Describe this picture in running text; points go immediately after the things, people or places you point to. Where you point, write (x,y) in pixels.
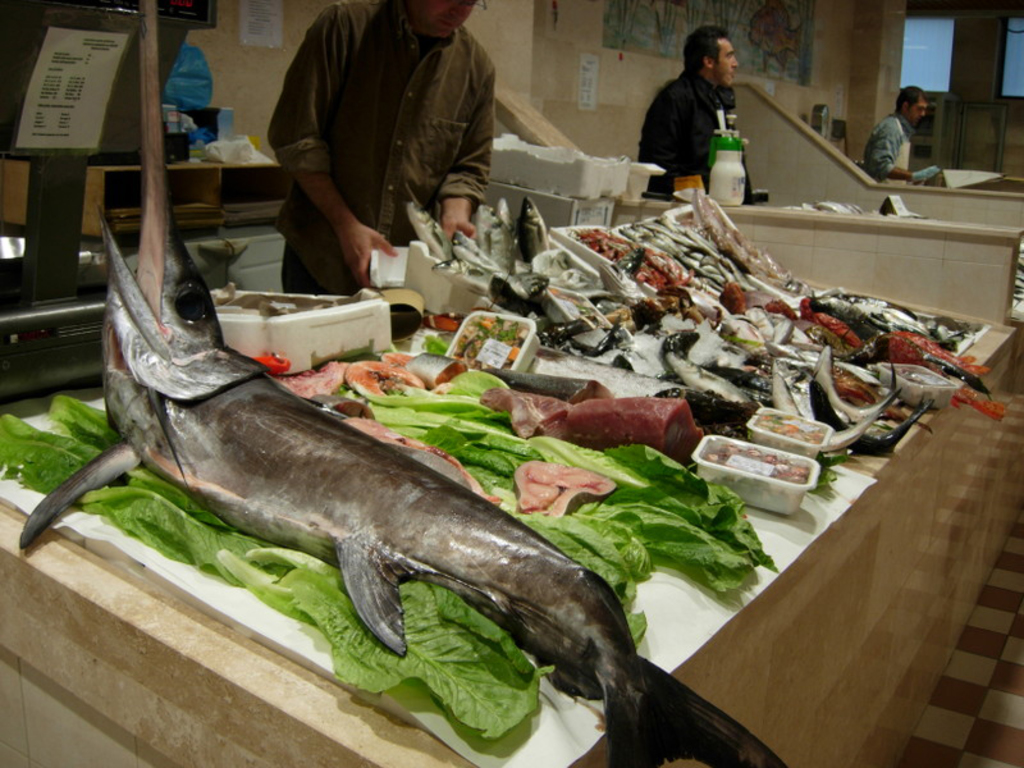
In this image we can see some people (378,136) standing. One person (436,165) is holding a object (404,272) with his hand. In the foreground (409,619) we can see some fish (673,245), some containers (758,488) with food (781,473) and leaves (732,490) placed on the surface (756,524). In the left side of the image (226,290) we can see some boxes (236,195) placed on the surface (171,221), poster (93,134) with some text (58,133). In the background (732,192), we can see a bottle (737,180) placed on the surface (791,215), painting (770,75) on the wall (792,99), a door (991,119) and windows (1011,77).
